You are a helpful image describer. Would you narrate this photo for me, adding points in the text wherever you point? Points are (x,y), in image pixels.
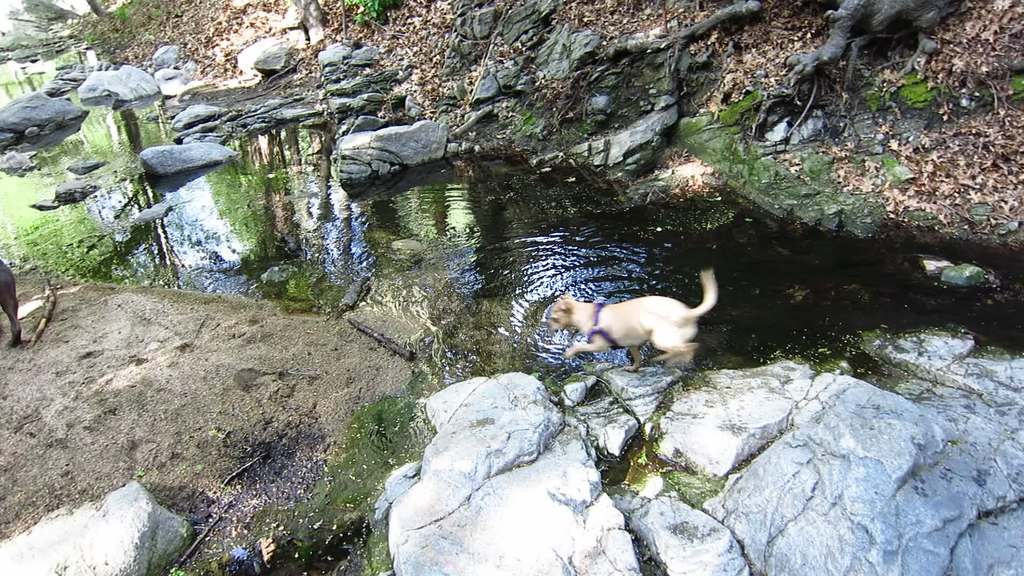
In the foreground of the picture (417,330) we can see grass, soil (225,485), water (317,557), dog (616,339) and rocks (523,548). In the middle of the picture (484,295) there is a water body (113,186). At the top (516,17) we can see dry leaves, rocks (371,107) and roots (850,35) of a tree (847,34).
